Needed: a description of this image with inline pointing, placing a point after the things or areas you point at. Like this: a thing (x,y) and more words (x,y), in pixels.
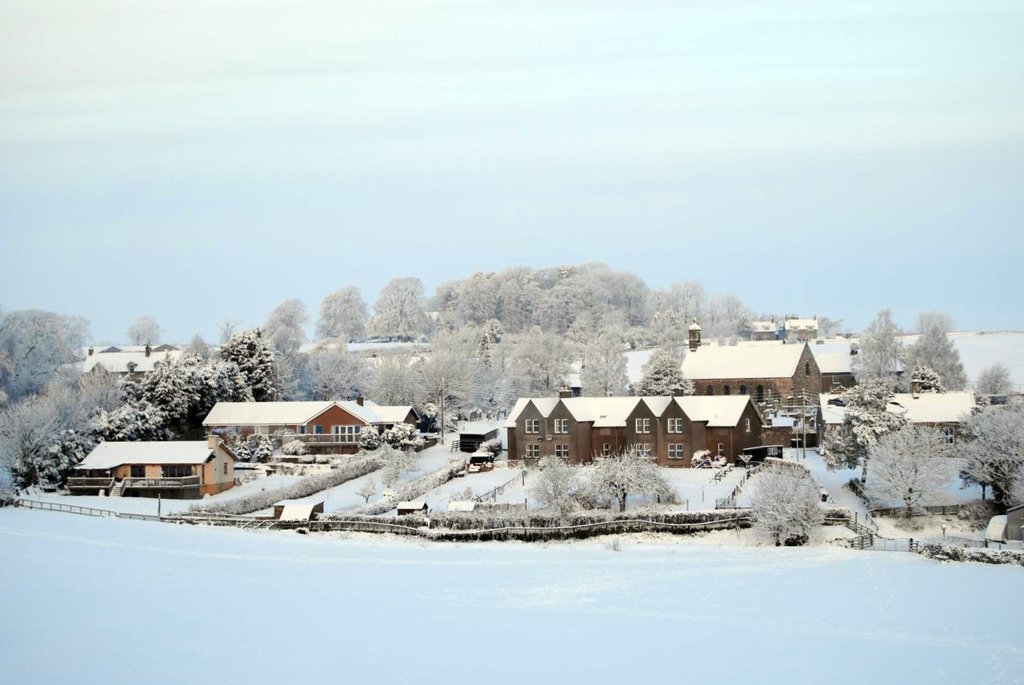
In this picture there some houses (645,414) and dry trees (634,489). In the front (355,561) bottom side there is a ground (460,665) full of snow (333,630). In the background (367,334) we can see some trees (458,404).
